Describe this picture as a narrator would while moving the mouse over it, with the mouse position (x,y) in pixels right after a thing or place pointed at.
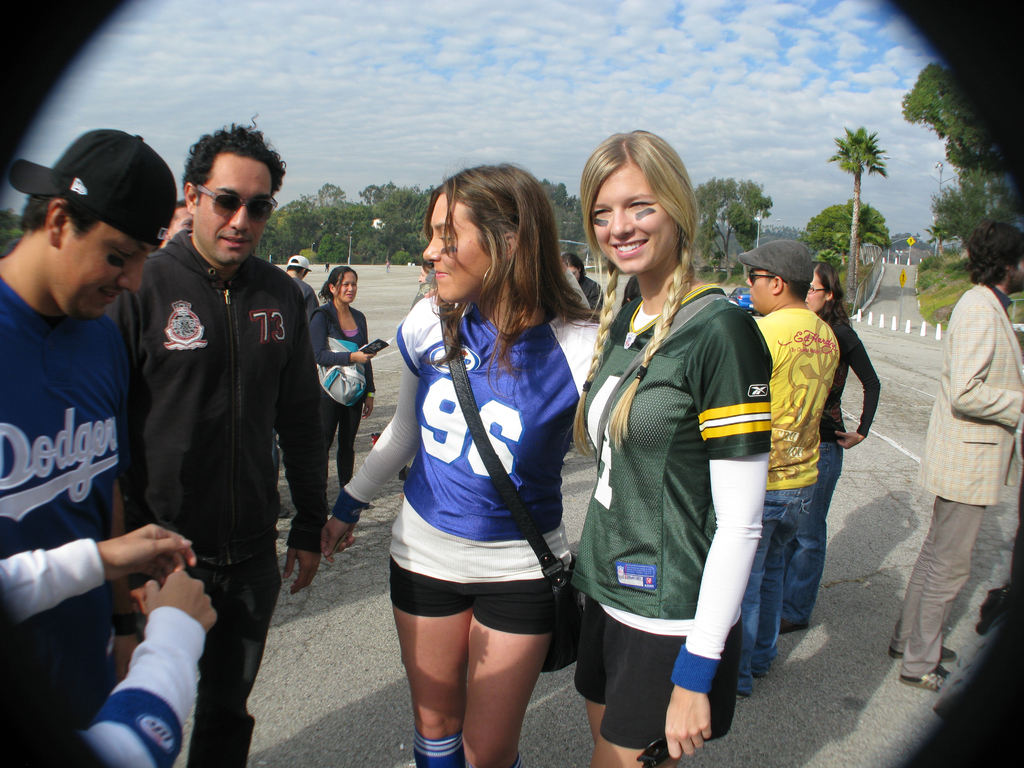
In this image I can see number of people (277,301) are standing. I can see smile on few faces (611,236) and I can see three of them are wearing caps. In the background (989,141) I can see number of trees (581,222), clouds (393,97) and the sky (670,77).
